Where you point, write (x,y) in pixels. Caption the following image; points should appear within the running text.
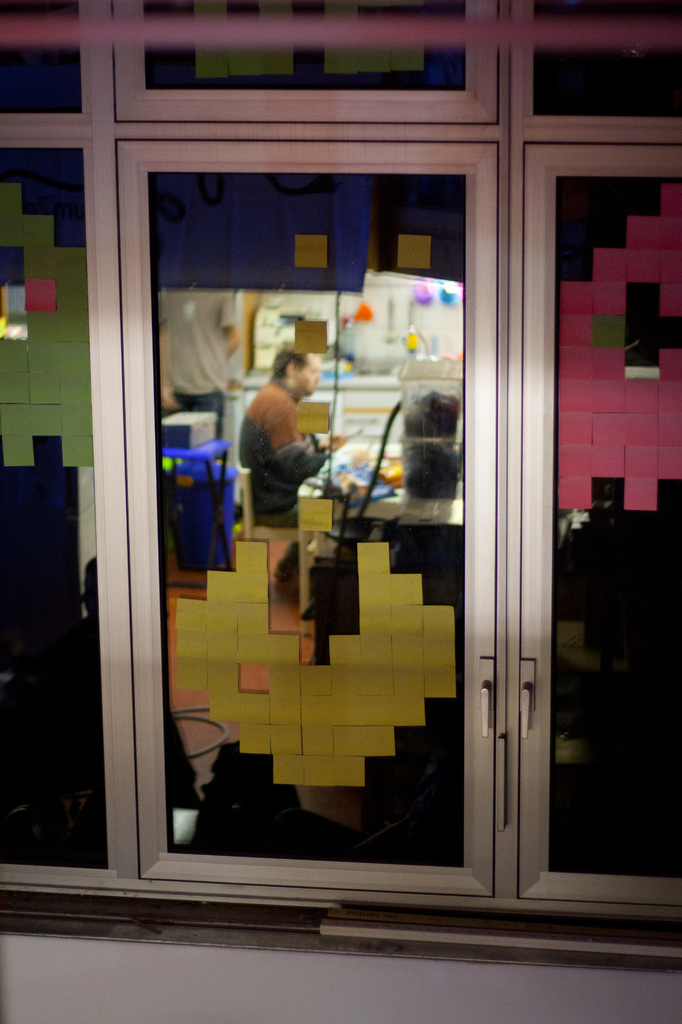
There are windows (653,548) in the center of the image (307,441), it seems to be there is a wall (239,985) at the bottom side of the image (278,989) and there are some objects (342,486) and a person (278,383) reflecting in the window glass (369,341), there is colorful print (300,339) on the window glasses (369,341).
